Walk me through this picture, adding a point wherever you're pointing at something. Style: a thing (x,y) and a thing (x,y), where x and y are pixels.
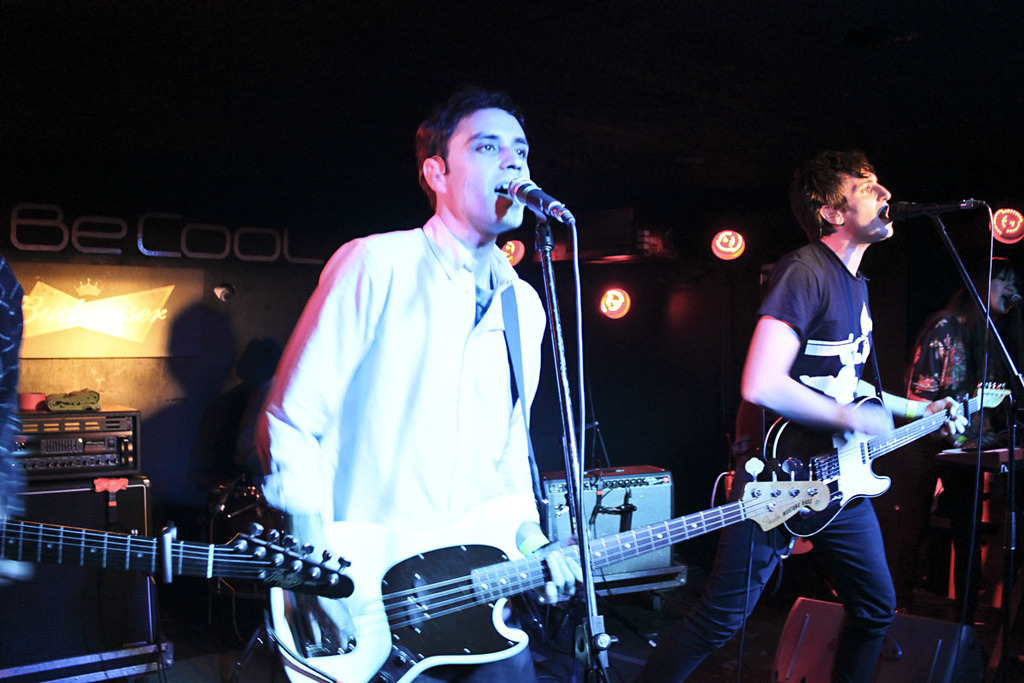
In the center (345,412) we can see one man (376,457) holding guitar (413,551) and he is singing. In front of him we can see the microphone (544,204). Coming to the right side (851,351) one person (843,402) he is also holding the guitar (840,441). And back of them we can see some musical instruments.
